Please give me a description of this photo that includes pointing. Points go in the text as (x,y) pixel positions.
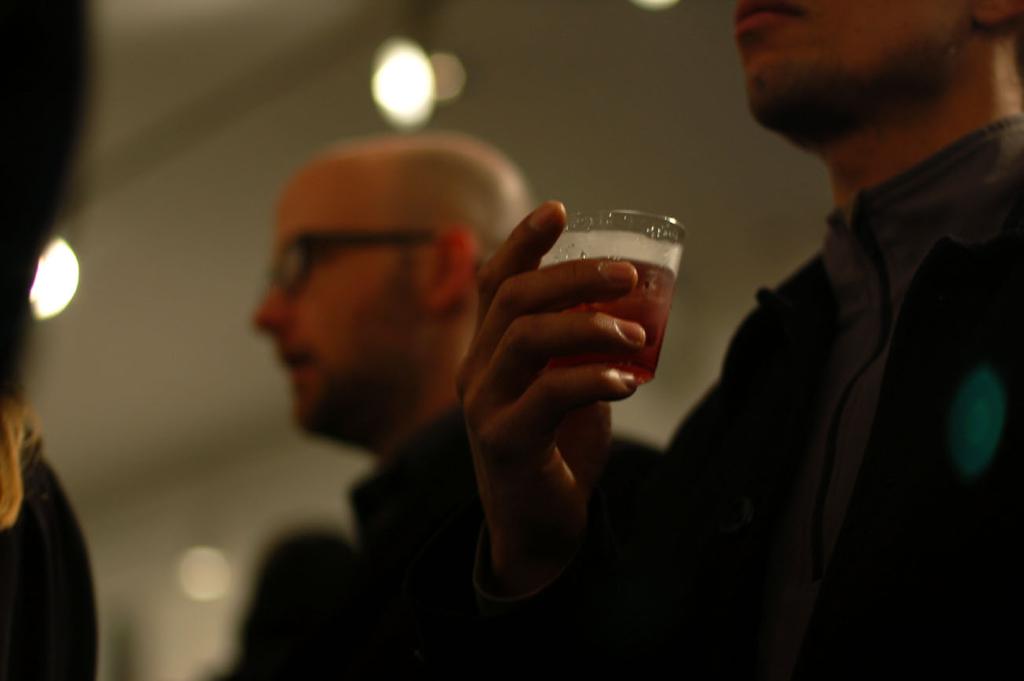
In this picture there is a man (993,456) who is standing on the right side of the image (794,578), by holding a glass (603,226) in his hand (550,237) and there is another man (404,313) in the center of the image (469,343).
